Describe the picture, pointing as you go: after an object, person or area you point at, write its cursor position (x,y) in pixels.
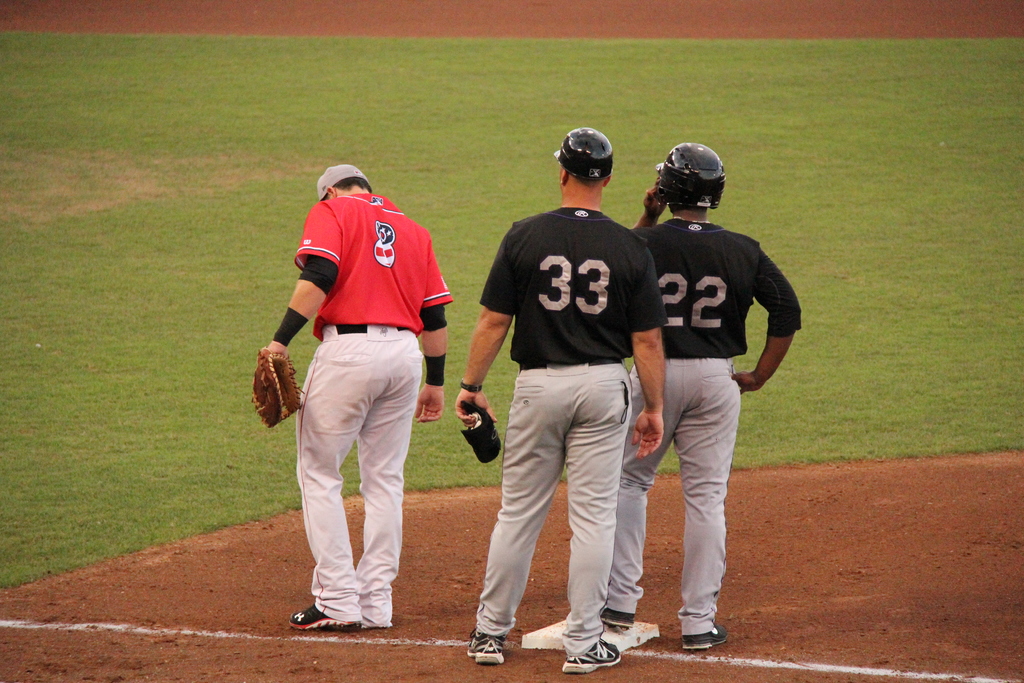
The image is taken in a baseball court (952,179). In the foreground of the picture (602,299) there are three men (338,318) standing and there is red soil (754,507). In the center of the picture (481,291) there is grass (602,73). At the top (457,20) it is red soil (837,34).
